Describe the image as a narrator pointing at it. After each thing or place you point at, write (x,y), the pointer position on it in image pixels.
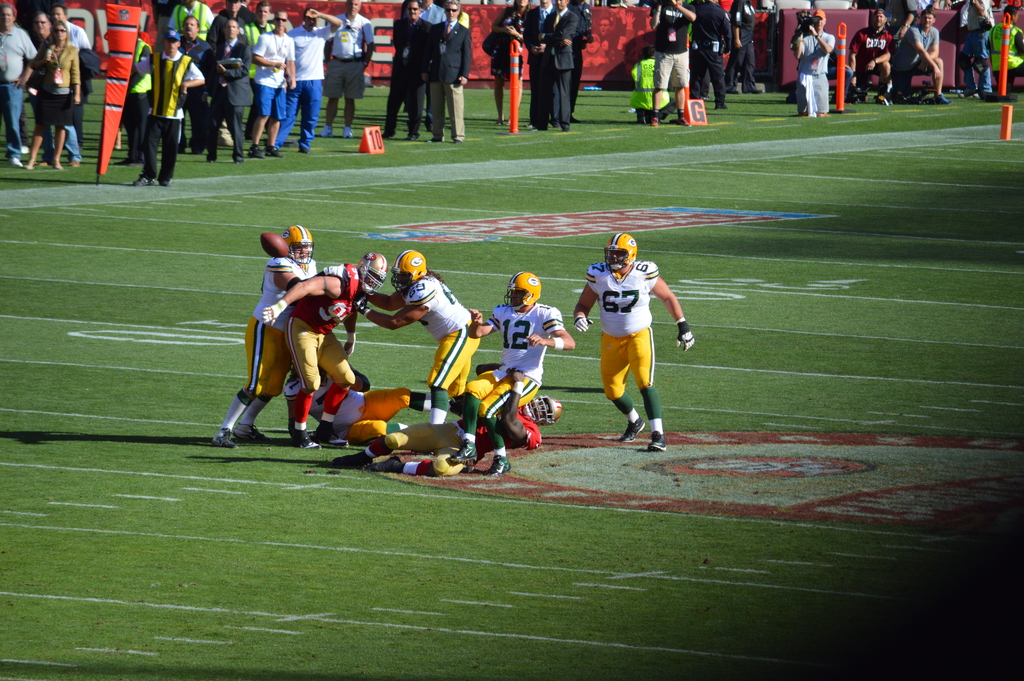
In this image I can see a group of people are playing football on the ground (698,268). In the background (21,135) I can see a crowd (77,141) is standing on the ground (732,128) and a fence (616,71). This image is taken during a sunny day.
